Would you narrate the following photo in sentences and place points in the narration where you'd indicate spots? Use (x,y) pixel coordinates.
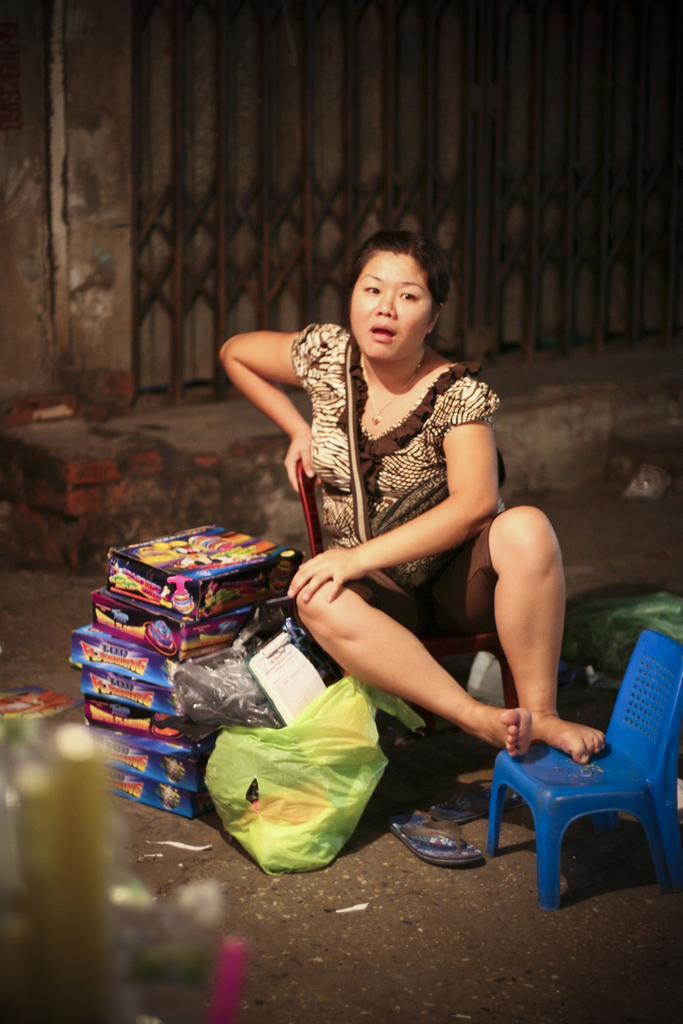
There is a woman (416,605) sitting on the road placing her legs (444,689) on a chair (535,776). There are some boxes (173,626) beside her and a cover (287,777) in front of her. In the background (283,209) there is a gate (253,184) and a wall (70,206).
